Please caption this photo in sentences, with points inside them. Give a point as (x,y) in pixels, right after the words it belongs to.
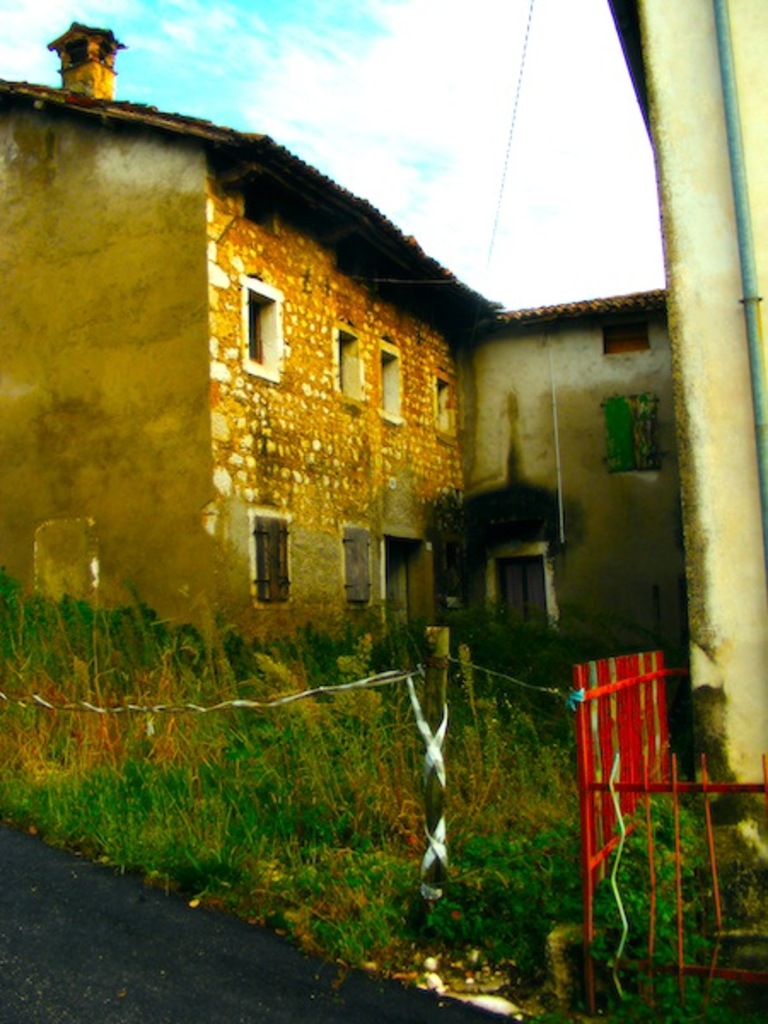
This picture shows a building (669,279) and we see plants (385,880) on the ground (529,683) and we see a blue cloudy sky (353,122).
